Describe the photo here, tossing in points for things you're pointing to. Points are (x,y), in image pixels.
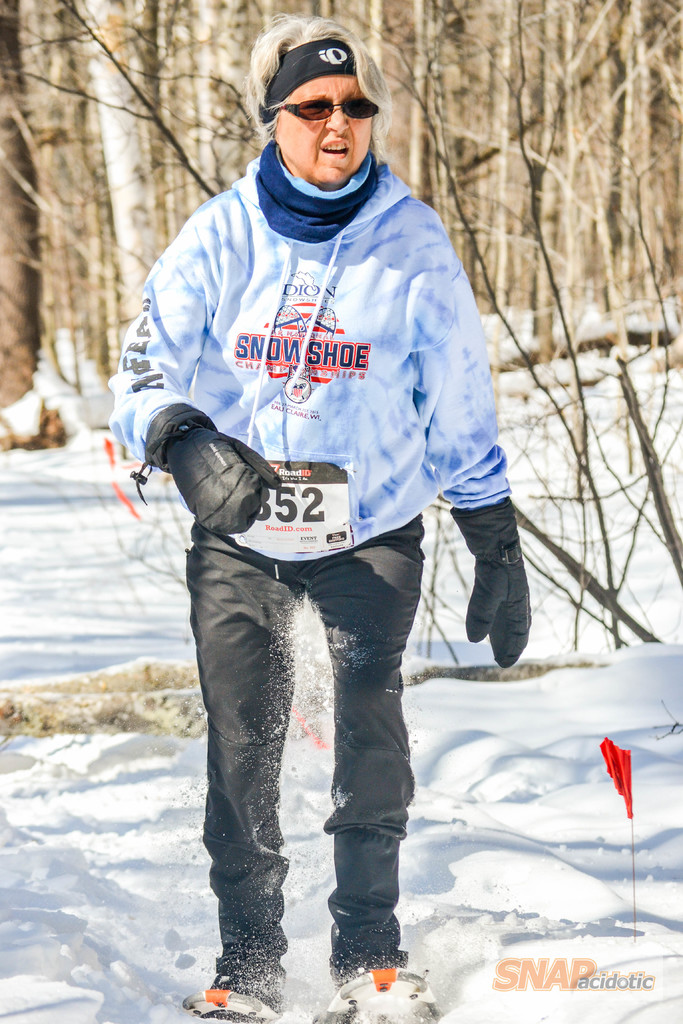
In this image I can see a woman (483,432). Here I can see snow (28,989). In the background (584,165) I can see number of trees (480,96).
